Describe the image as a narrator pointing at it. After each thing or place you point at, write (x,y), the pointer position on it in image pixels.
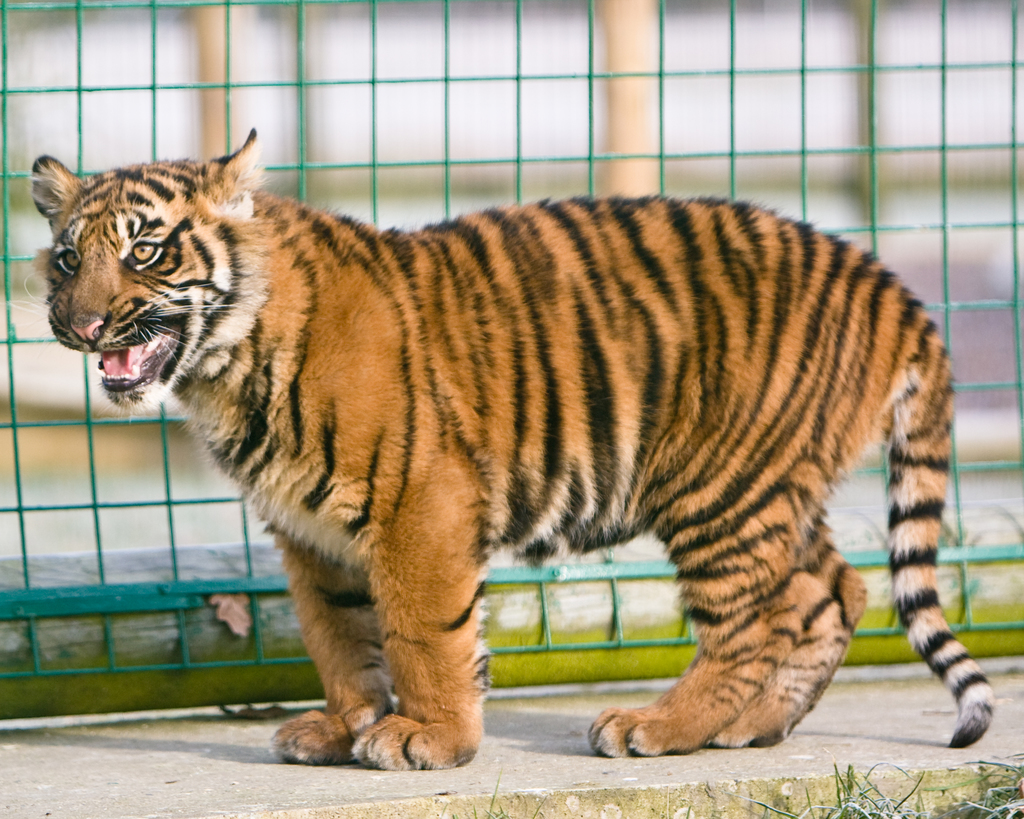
In the image we can see there is a tiger (600,412) standing on the ground (600,700) and behind there is an iron fencing (299,111).
